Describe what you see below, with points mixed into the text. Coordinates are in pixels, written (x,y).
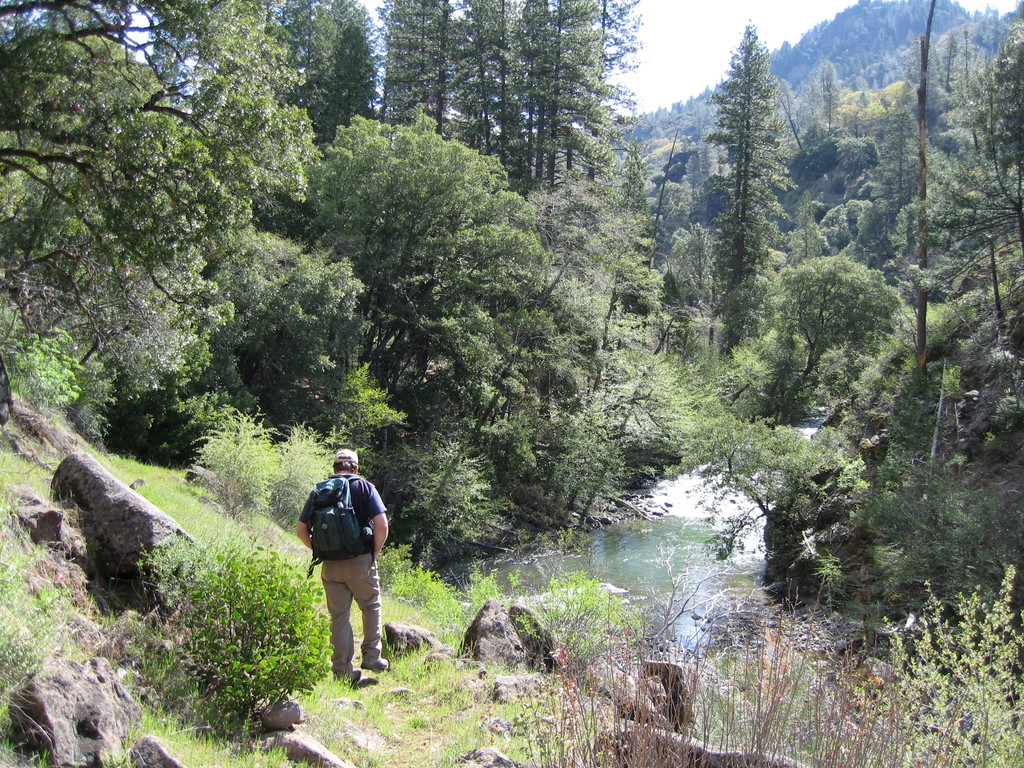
In the image we can see a person (353,467) walking, wearing clothes (340,582), a cap (342,456) and the person (348,565) is facing back, and carrying a bag (330,549). Here we can see stones (493,683), grass (388,714) and the river (684,547). Here we can see the hill (850,68) and the sky (733,40).
